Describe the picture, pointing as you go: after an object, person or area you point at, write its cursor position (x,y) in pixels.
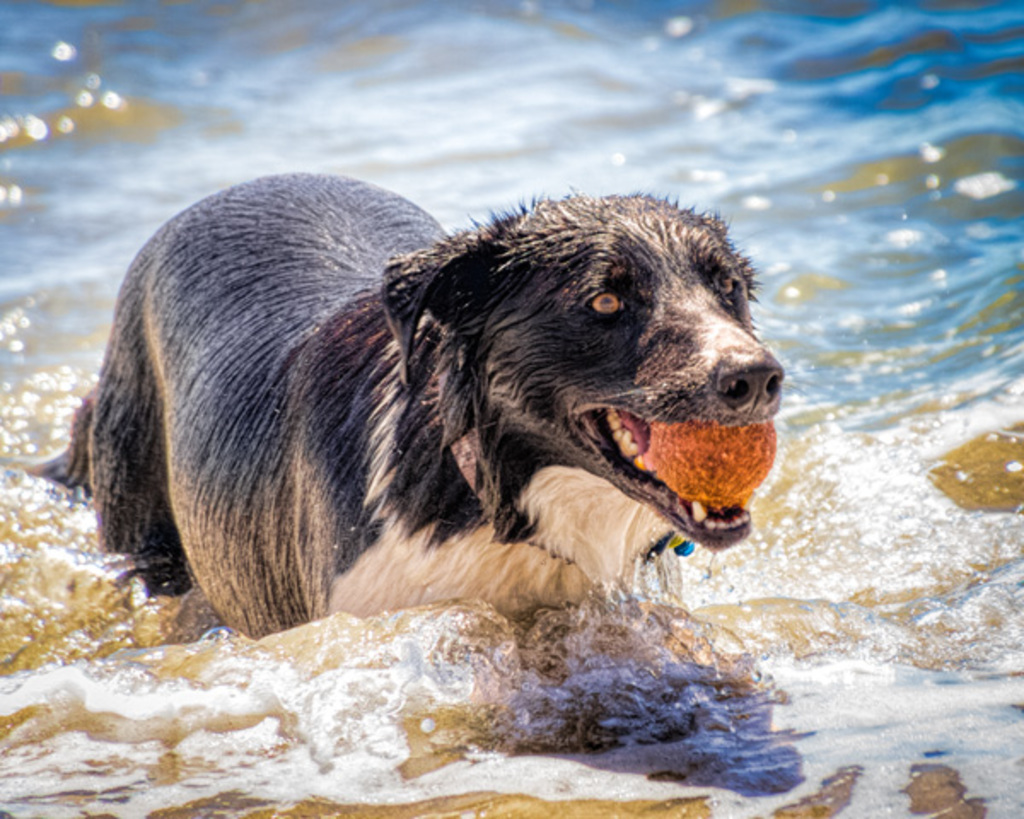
There is a black color dog (228,264) holding a brown color ball (731,451) with the mouth (718,537), walking in the water (439,655). In the background (53,77), the water (351,66) is blue in color.
